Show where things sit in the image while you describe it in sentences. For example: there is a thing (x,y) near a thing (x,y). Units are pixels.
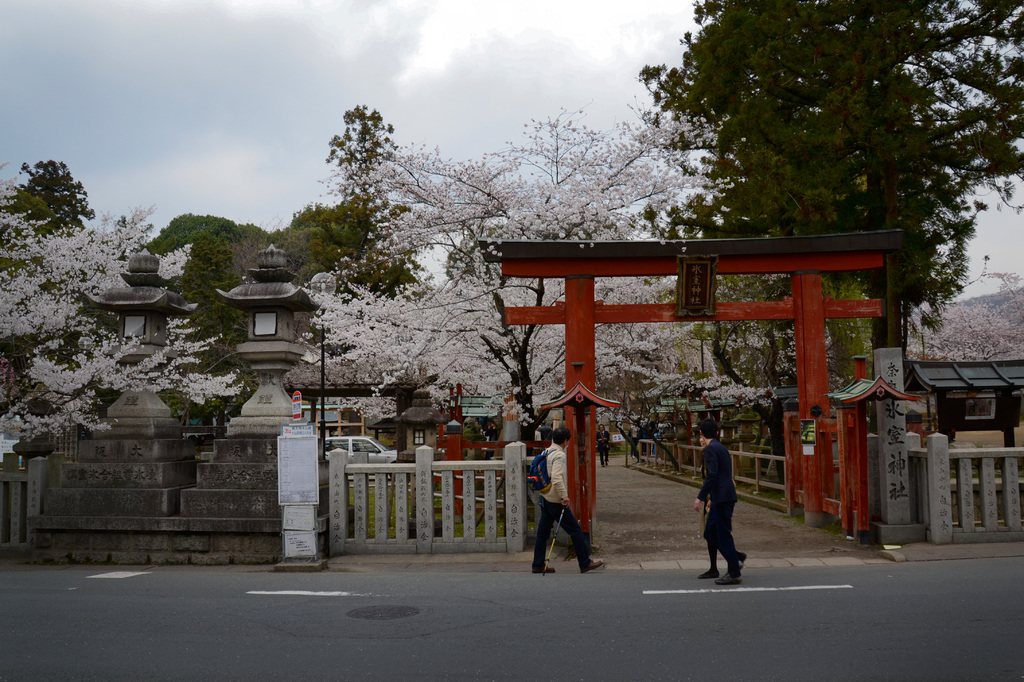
In this image, we can see trees (463,209), sheds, an arch (590,345) and some people (705,491), one of them is wearing a bag (544,463) and holding a stick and we can see fences (421,486), boards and some plants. At the top (350,75), there are clouds (350,75) in the sky (390,66) and at the bottom (371,616), there is a road (309,632).
